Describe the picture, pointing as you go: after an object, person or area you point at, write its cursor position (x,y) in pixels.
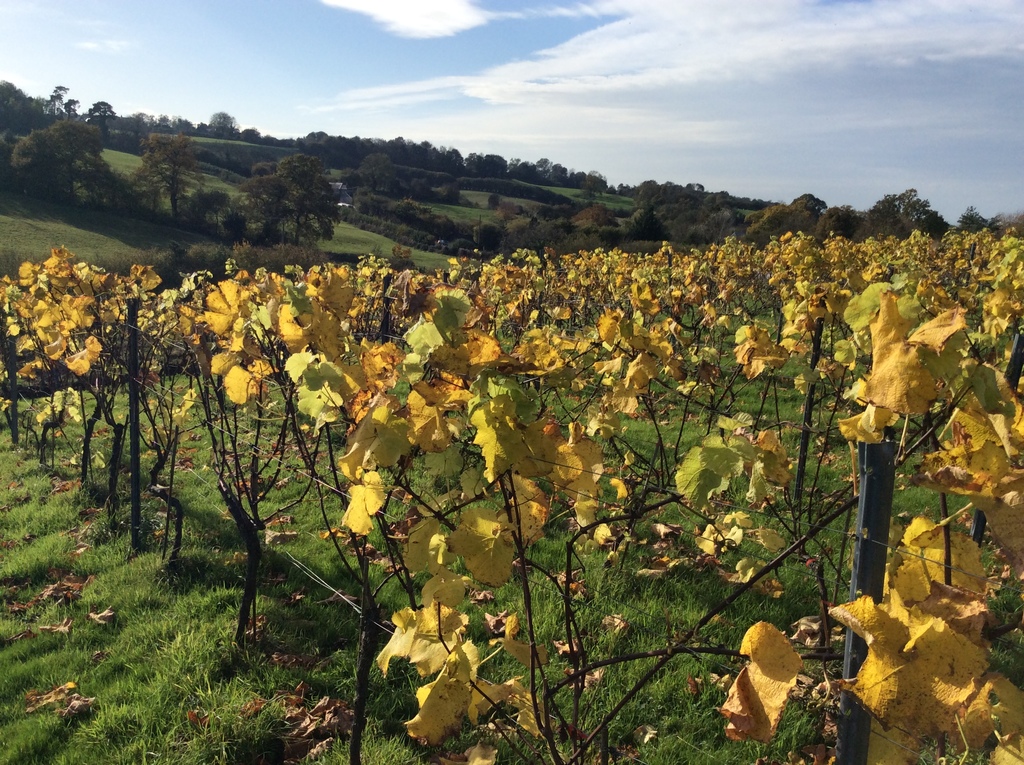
In the foreground of the picture (481,342) there are plants (359,458), grass (187,483) and dry leaves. In the background (460,172) we can see trees (13,134) and grasslands (61,245). At the top (380,64) there is sky (573,113).
